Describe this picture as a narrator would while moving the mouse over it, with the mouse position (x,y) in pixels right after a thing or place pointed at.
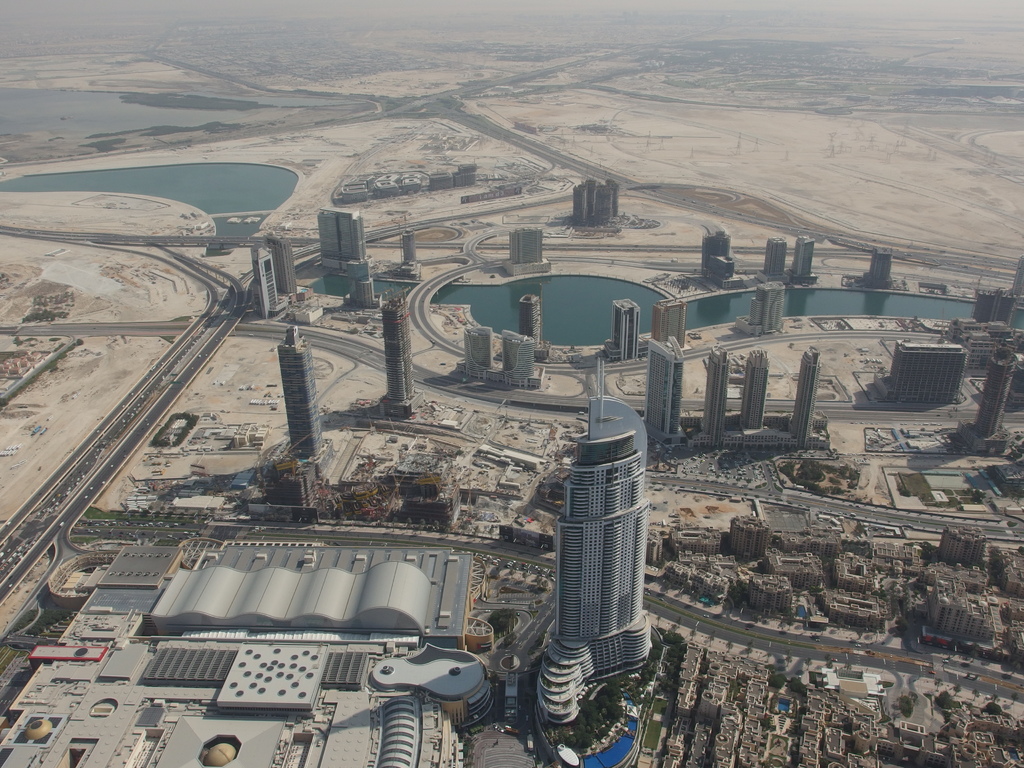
This is an aerial view of a city (645,484). There are buildings (140,649), roads (49,514), water (651,307) and desert (648,145).
